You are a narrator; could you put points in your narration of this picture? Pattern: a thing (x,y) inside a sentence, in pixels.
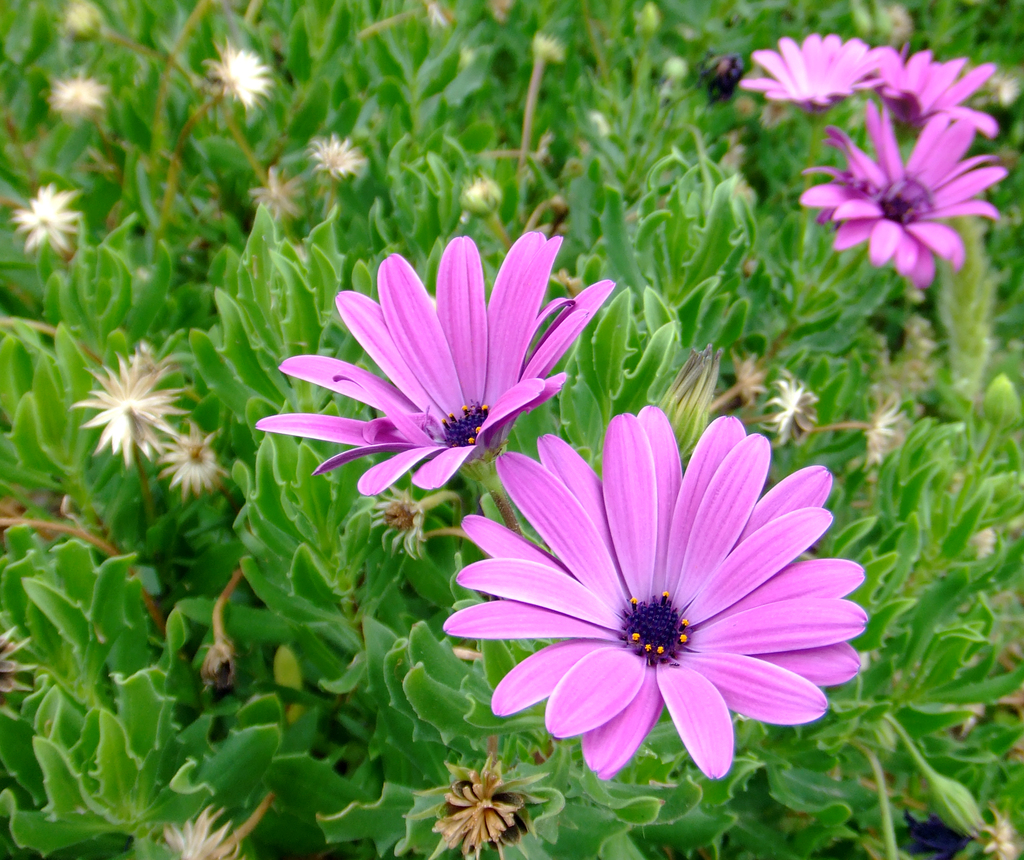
In this image we can see flowers (646,612) and green leaves (346,337).
